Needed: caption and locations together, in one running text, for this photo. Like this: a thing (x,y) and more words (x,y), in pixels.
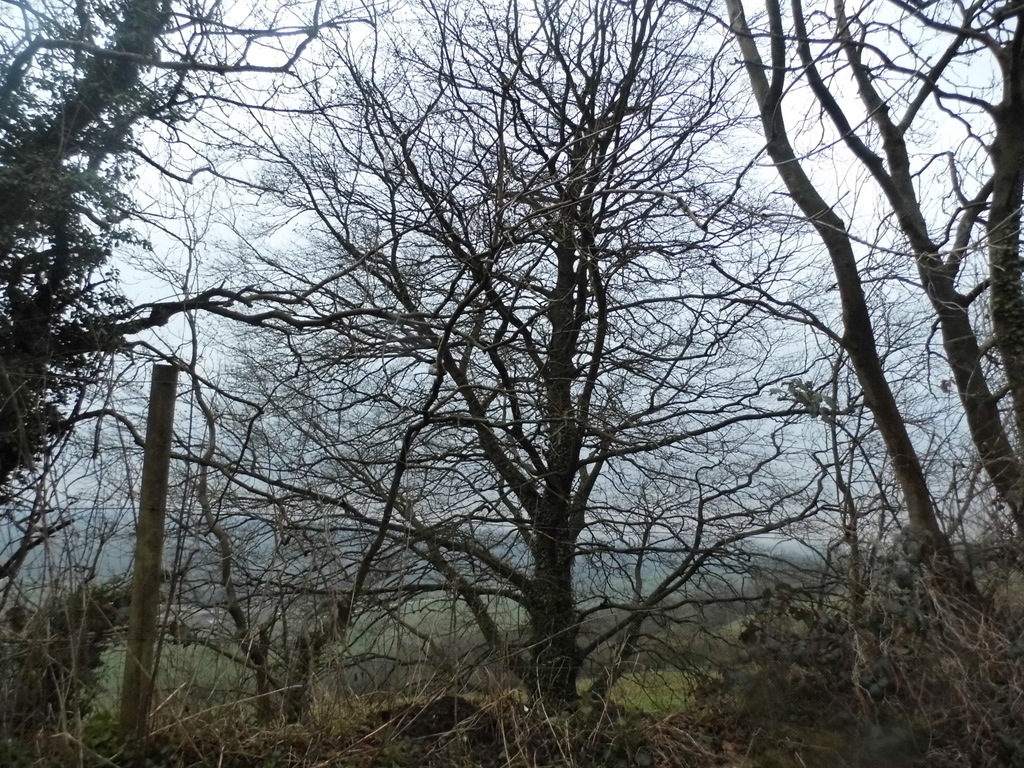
In this image we can see some trees (471,514) and a pole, in the back ground (325,462) we can see the sky (324,462).
